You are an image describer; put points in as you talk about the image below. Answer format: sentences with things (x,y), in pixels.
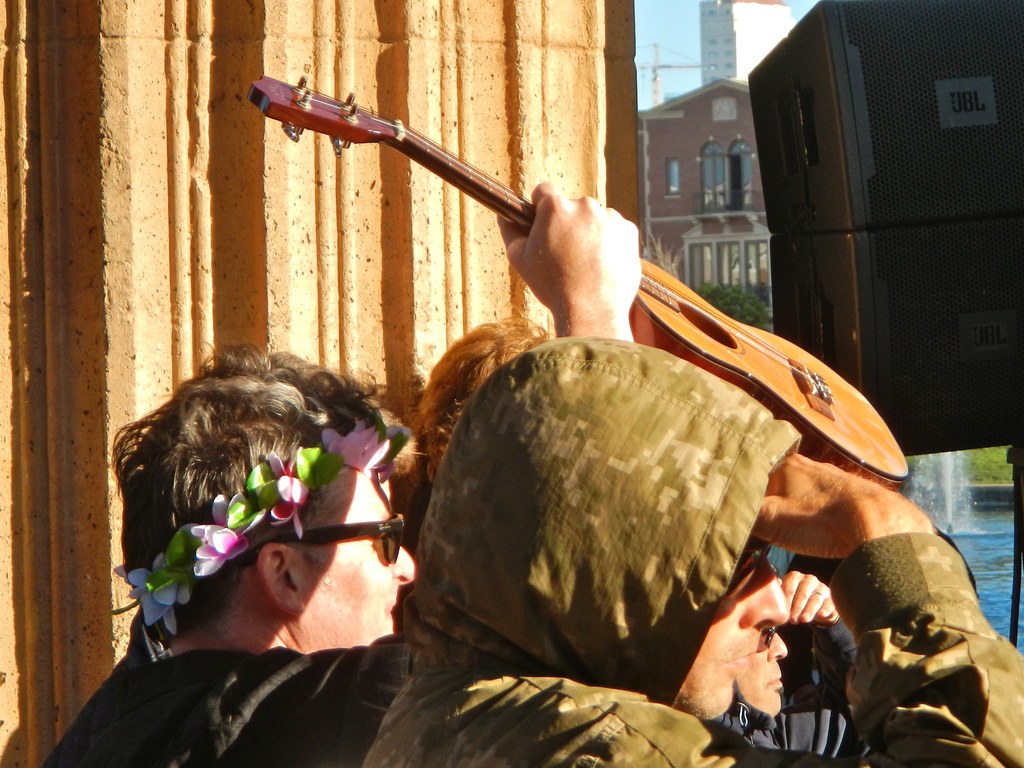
In this picture I can see a man (455,532) holding the guitar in the middle (479,466). There are few persons (238,508) beside of him, on the right side (872,33) there are speakers (790,287) and there is a fountain (953,519), in the background (734,224) there are trees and buildings (701,167).
